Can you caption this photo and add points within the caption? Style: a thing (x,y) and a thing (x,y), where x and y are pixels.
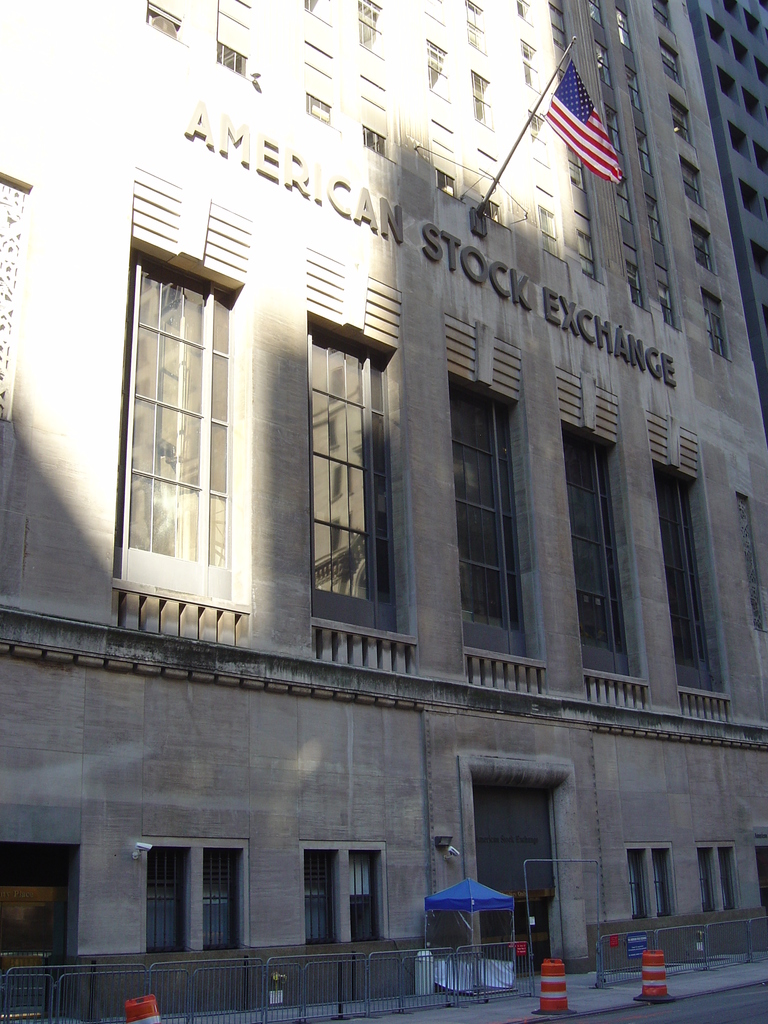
In this image there is a building (336,523). There is text (214,143) on the building (519,269). There is a flag (558,96) to the pole (481,209) on the wall (523,245) of the building (438,234). In front of the building (438,223) there is a railing (516,959) on the walkway (713,980). In front of the railing (656,931) there are barriers (659,963). In the bottom right (654,1021) there is the road (705,1010).
